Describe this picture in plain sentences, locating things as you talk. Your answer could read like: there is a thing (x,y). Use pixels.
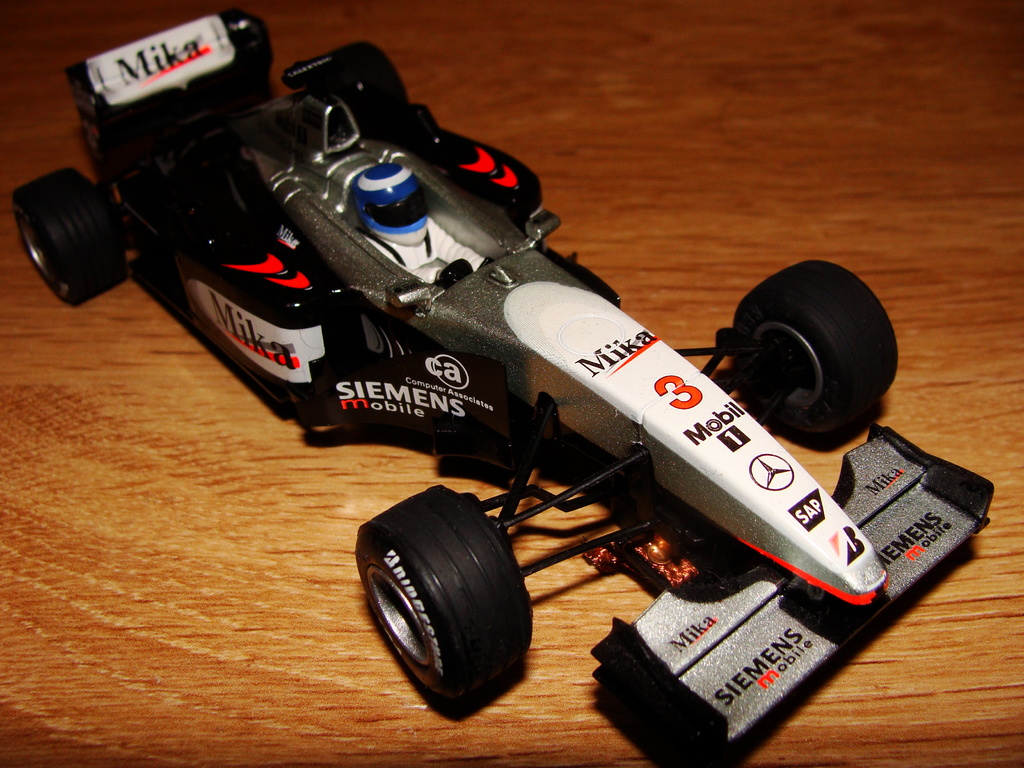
There in this picture we can see black color car toy (408,406).
